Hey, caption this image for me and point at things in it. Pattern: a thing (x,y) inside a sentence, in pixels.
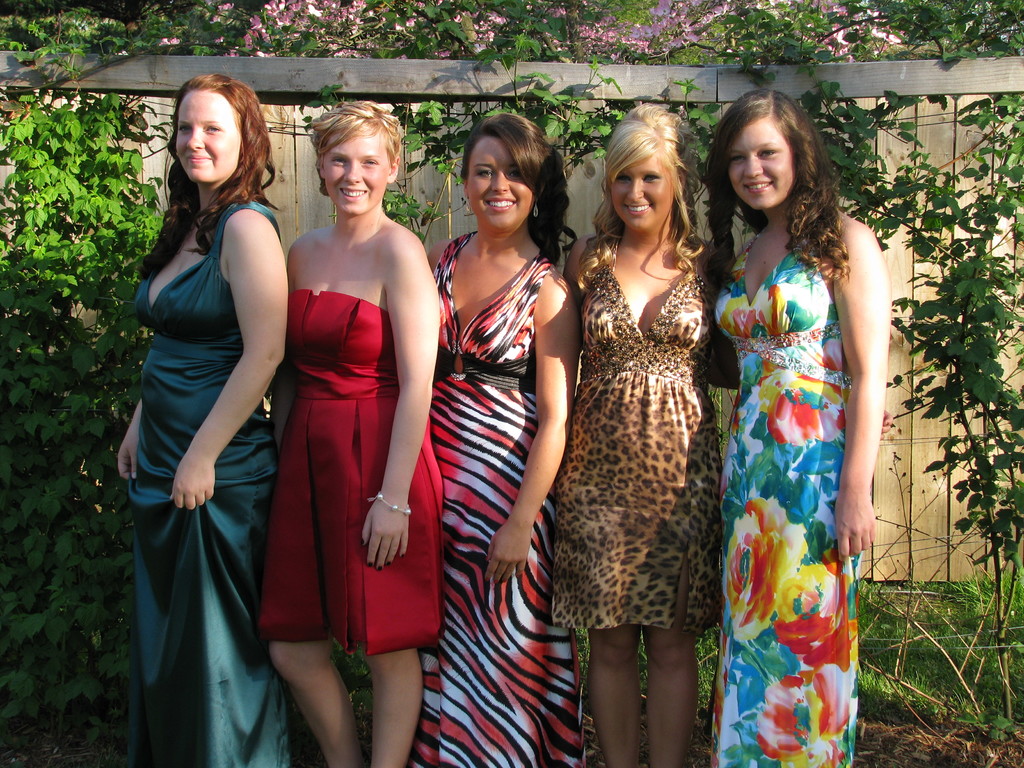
In this image I see 5 women (556,331) and I see that all of them are smiling and in the background (93,69) I see the wooden fencing (165,194) and I see the plants (426,31) and I can also see the grass (878,662) over here and I see flowers (712,17) which are of pink in color.
